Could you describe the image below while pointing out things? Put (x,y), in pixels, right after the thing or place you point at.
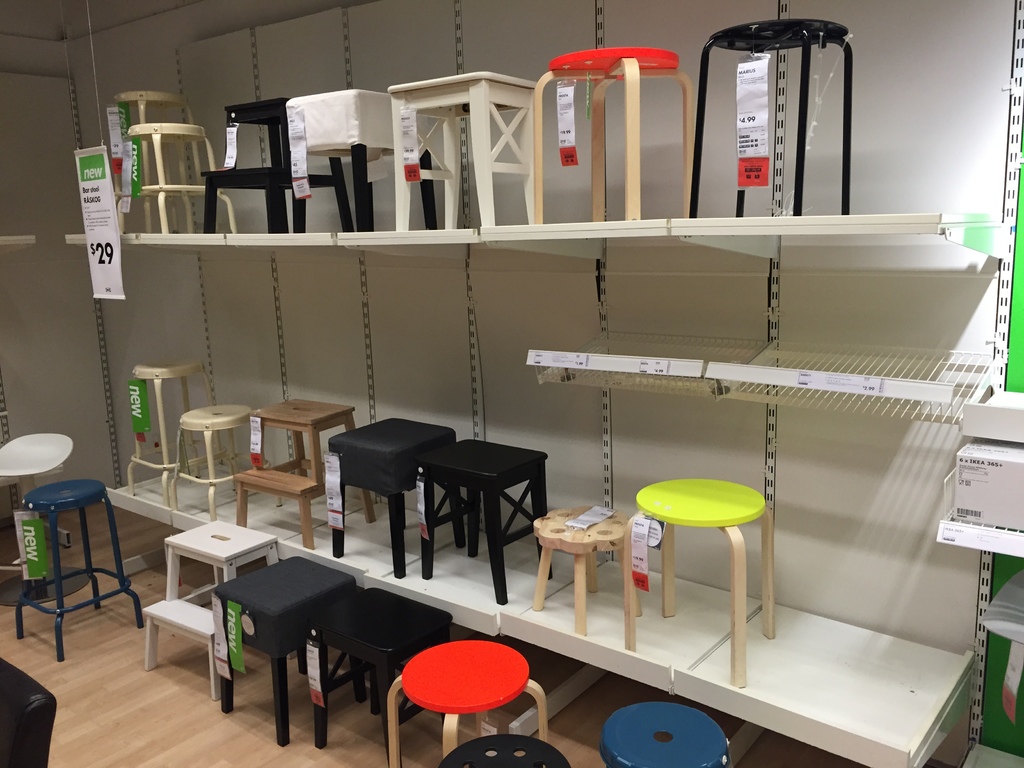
In this image there are two racks (586,228) on which there are different kind of stools (571,517) on it. To the rack (416,526) there is a price tag (92,228). At the bottom (130,592) there are stools (633,737) of different sizes.
